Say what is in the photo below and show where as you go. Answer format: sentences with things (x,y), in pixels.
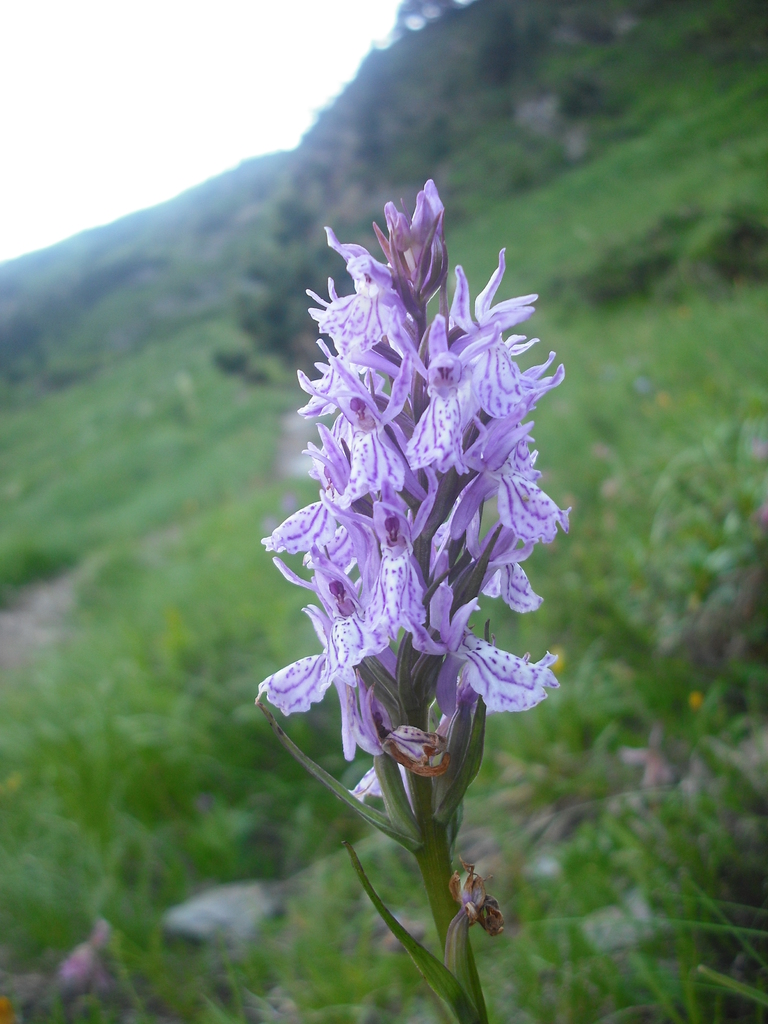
In this image we can see flowers (378,614) on a stem (440,909). In the background (562,296) it is green and blur.
